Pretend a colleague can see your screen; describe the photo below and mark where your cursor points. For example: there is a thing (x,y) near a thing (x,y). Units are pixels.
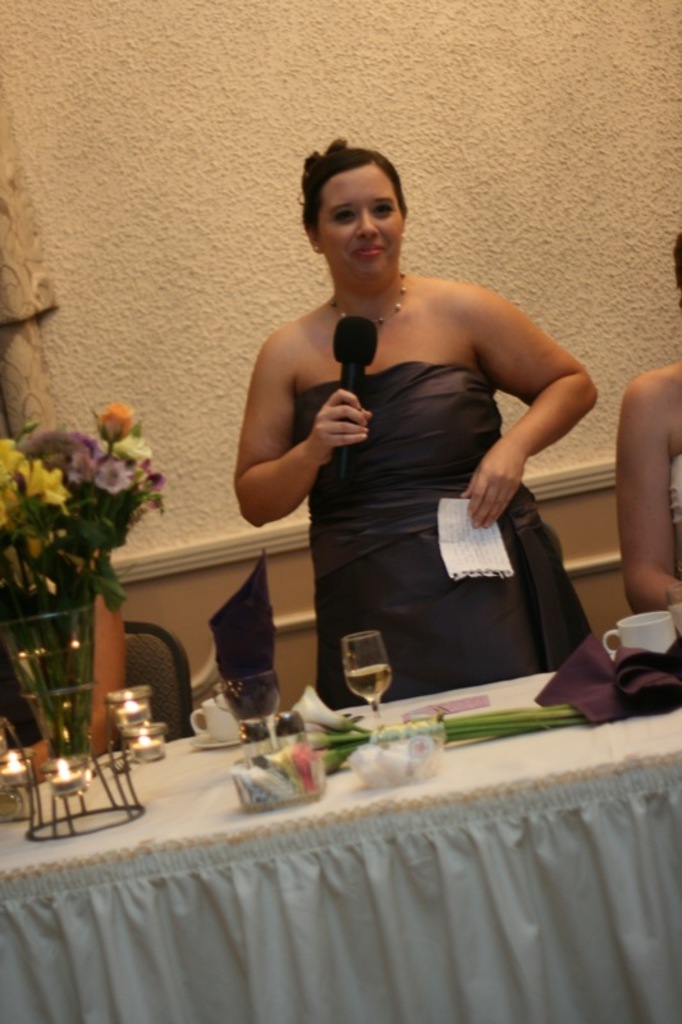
She is standing. She is holding a paper (491,545) and mic (349,340). She is smiling. There is a table (255,832). There is a flower vase (56,634), cup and saucer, glass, tissue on a table (260,860). On the right side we have a woman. She is sitting in a chair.
